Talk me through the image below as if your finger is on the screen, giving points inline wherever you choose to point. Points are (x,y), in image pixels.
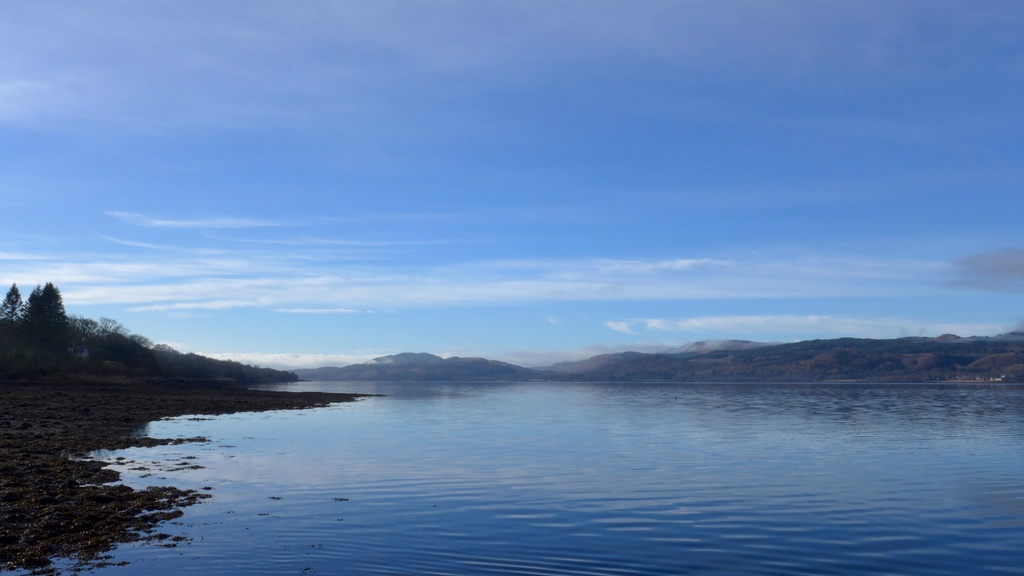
There is water (409,447). In the background (192,353) there are trees (78,329), hills (599,379) and sky (513,288).
